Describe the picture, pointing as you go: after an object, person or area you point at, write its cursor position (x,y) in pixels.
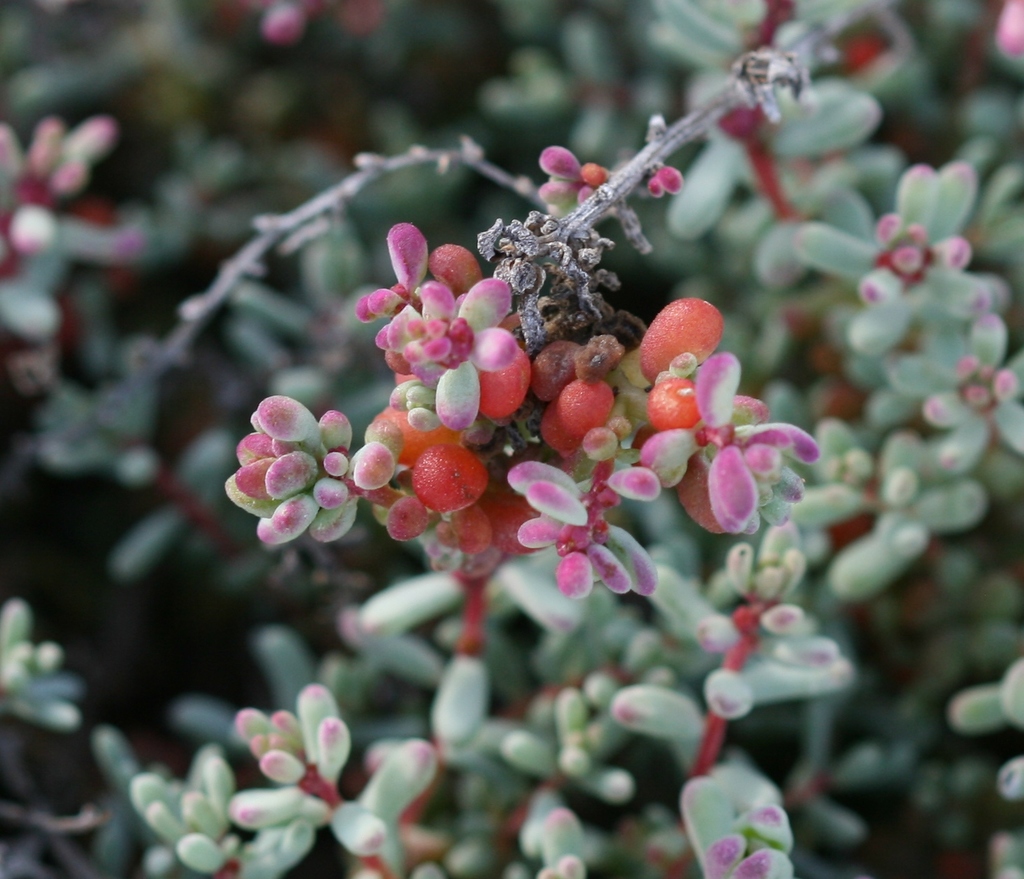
In this picture we can see flowers (284,523) and in the background (380,570) we can see it is blurry.
